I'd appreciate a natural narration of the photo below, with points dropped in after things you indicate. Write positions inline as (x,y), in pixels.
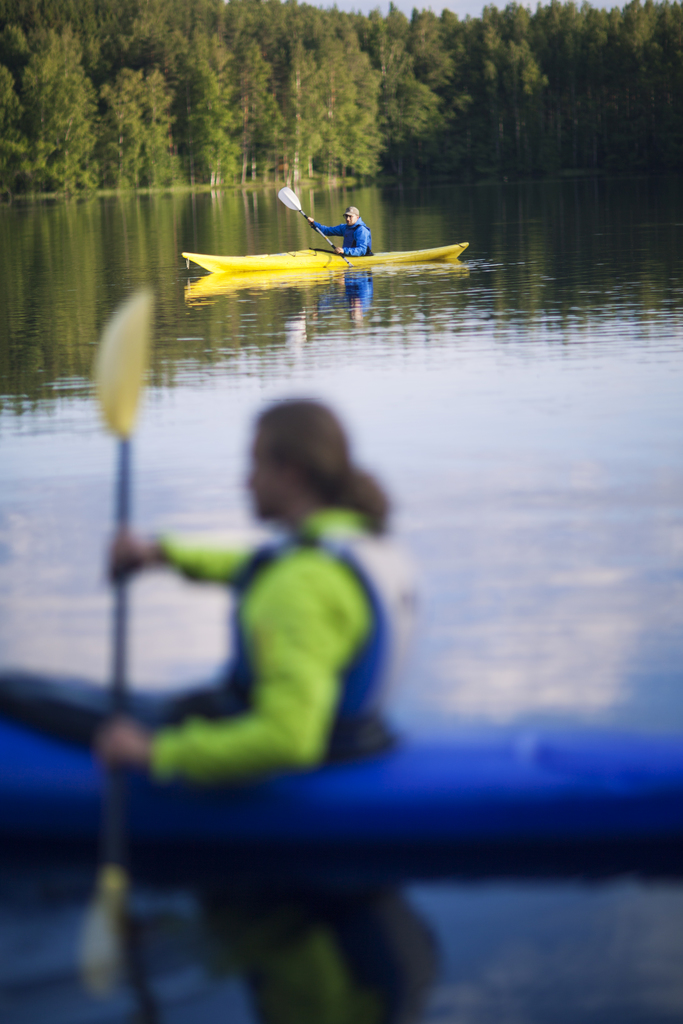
In this image there are two people (298,514) rowing in the water (513,261) by using the paddles (116,718). In the background of the image (268,143) there are trees (342,96) and sky (472,1).
